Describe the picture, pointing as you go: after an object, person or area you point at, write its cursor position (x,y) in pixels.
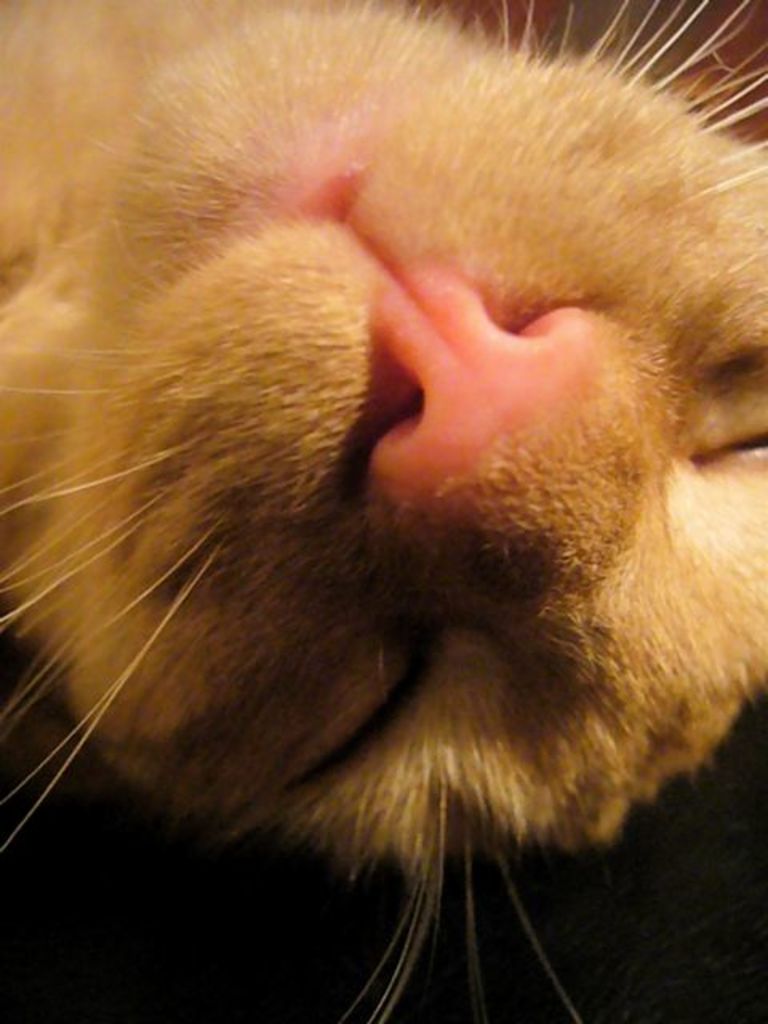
In the center of the image (346,527) there is a cat face (253,610).
